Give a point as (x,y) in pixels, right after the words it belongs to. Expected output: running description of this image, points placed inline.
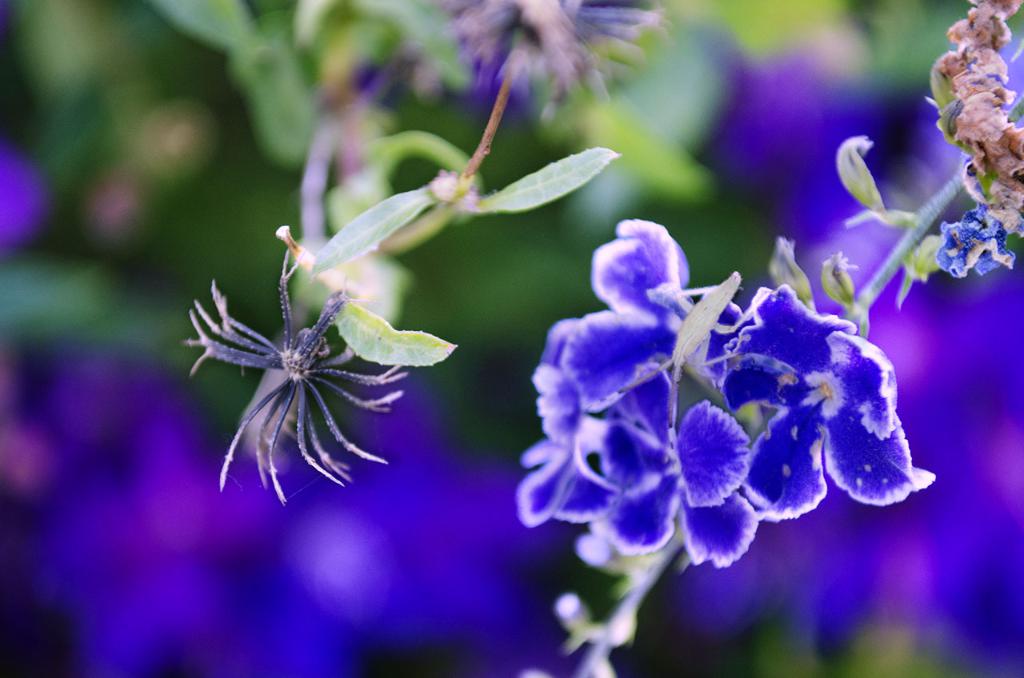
In this image there are flowers (797,329) and leaves (493,201). The background (911,639) is blurry.
